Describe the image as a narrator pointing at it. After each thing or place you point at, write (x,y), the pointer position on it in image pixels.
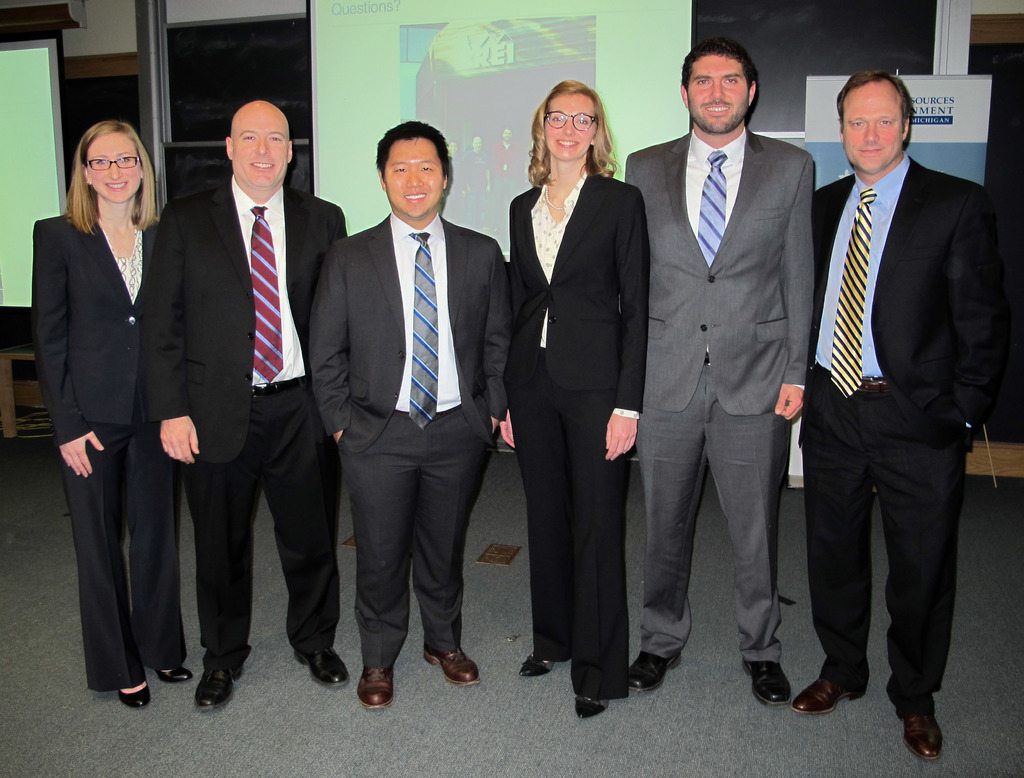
In this picture we can see group of people (750,250), few people (736,165) are smiling, behind to them we can see few projector screens (463,170) and a hoarding (923,117).
